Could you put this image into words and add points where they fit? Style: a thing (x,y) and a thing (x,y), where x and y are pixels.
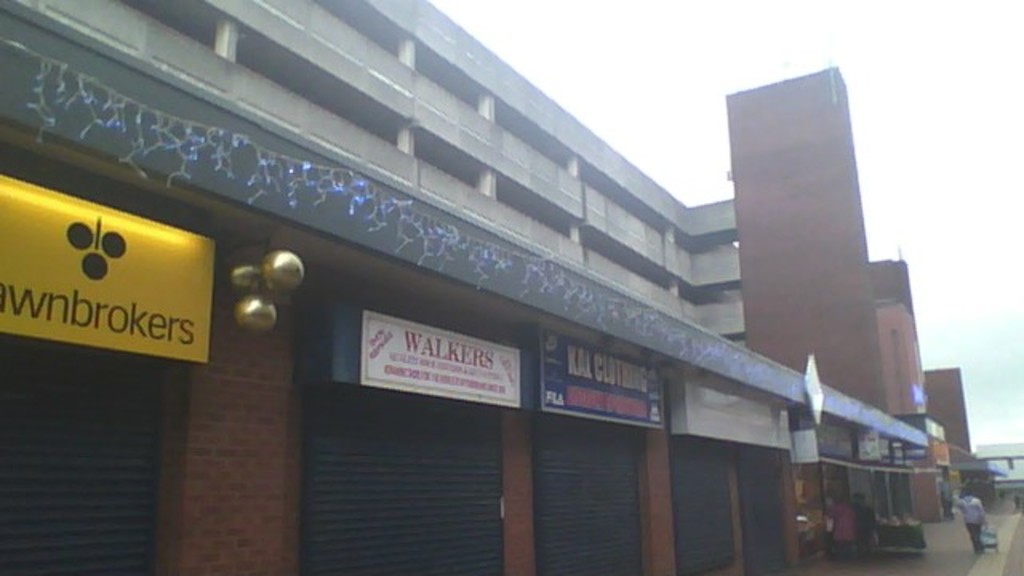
In this image, we can see a building (577,218) contains rolling shutters (538,496) and boards (547,358). There is a sky (570,27) at the top of the image (643,51).
